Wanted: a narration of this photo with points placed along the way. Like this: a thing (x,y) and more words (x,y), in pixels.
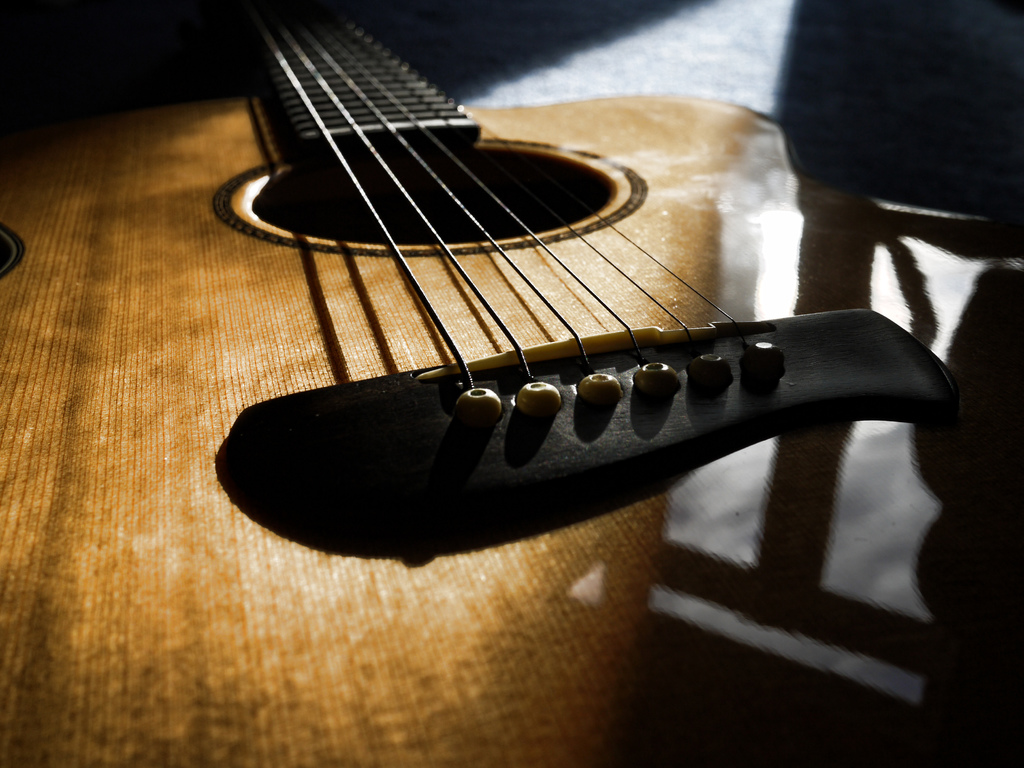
In this picture we can see a guitar (822,237) which is in brown color with strings (436,176) to it.
